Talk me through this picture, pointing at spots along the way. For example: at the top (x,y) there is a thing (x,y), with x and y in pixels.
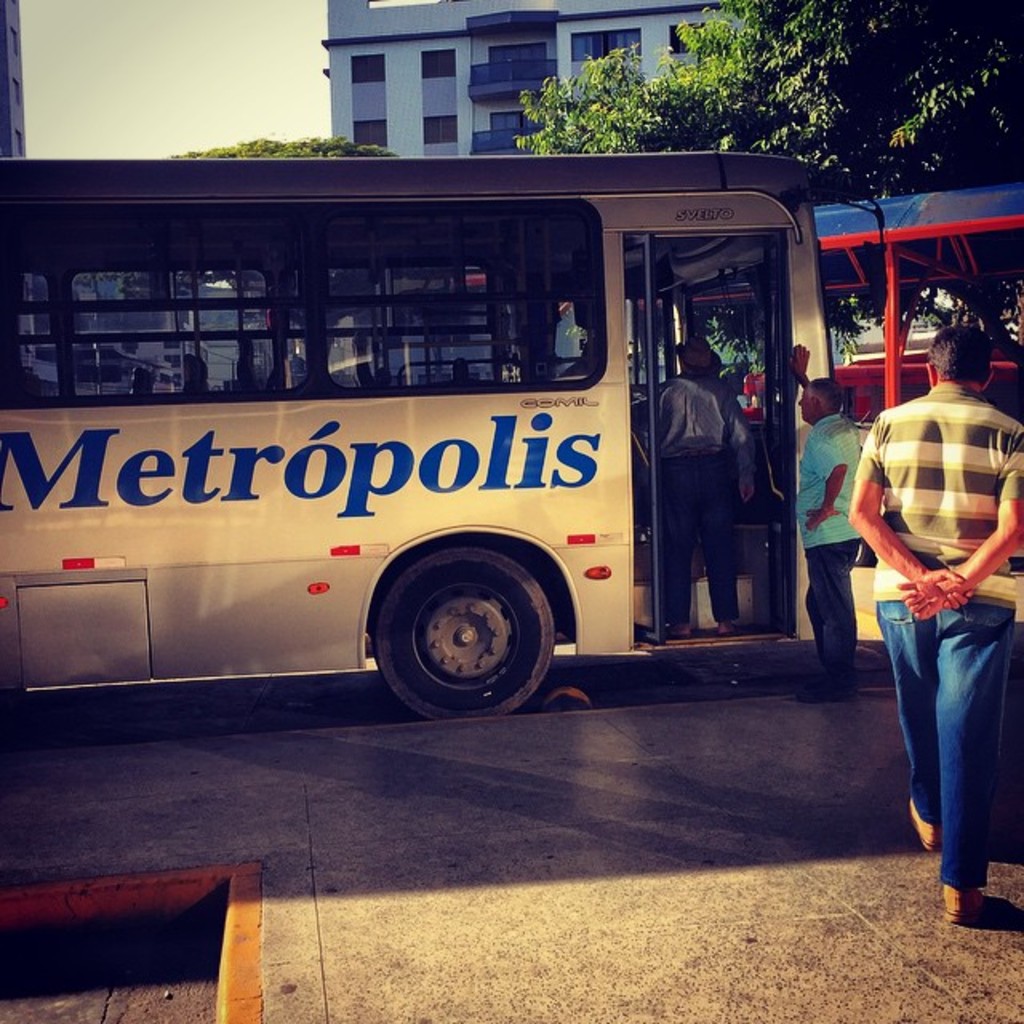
As we can see in the image there is bus (569,379), few people (698,456), buildings (436,42) and trees (1012,86). At the top (208,44) there is sky (159,17).
